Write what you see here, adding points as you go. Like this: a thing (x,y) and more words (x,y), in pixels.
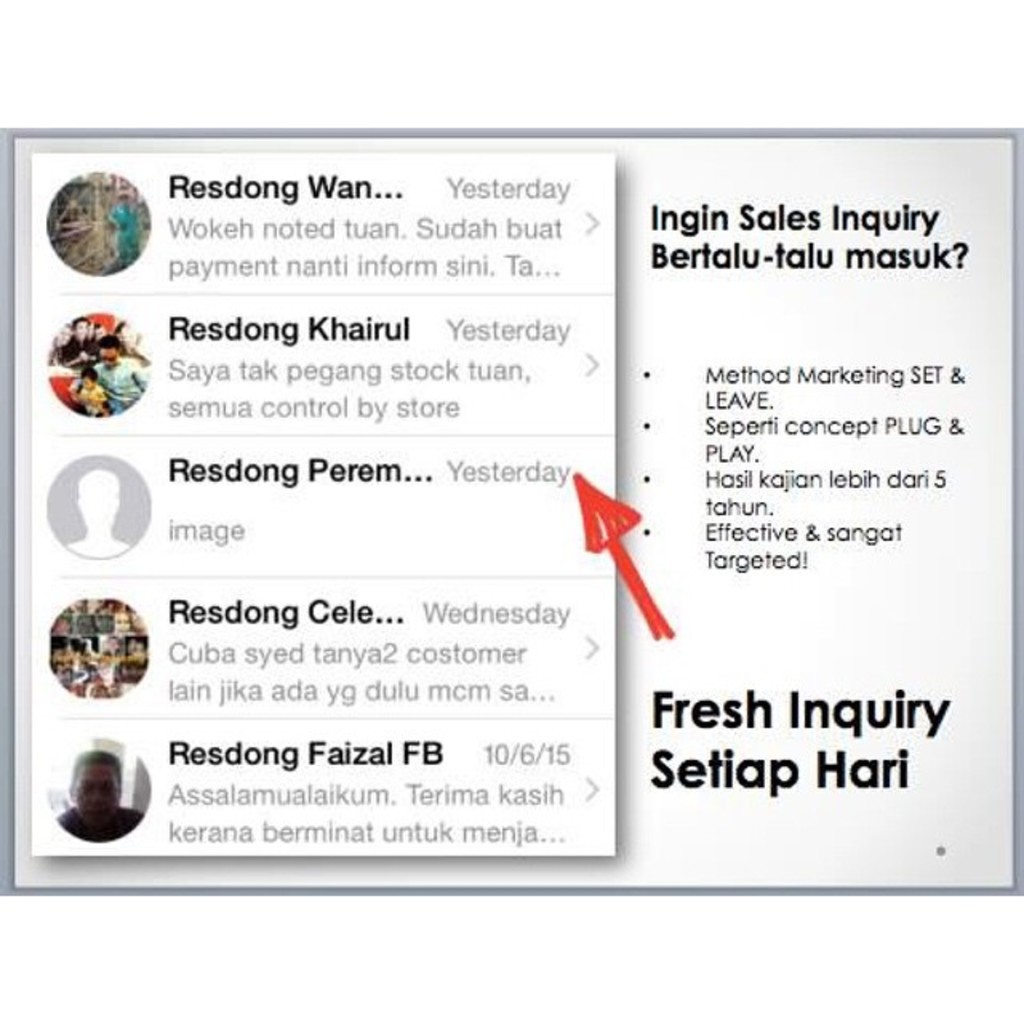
In the picture I can see a red color arrow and some text (660,707) on the image. I can also see profile pictures (97,618) of people (97,632).
